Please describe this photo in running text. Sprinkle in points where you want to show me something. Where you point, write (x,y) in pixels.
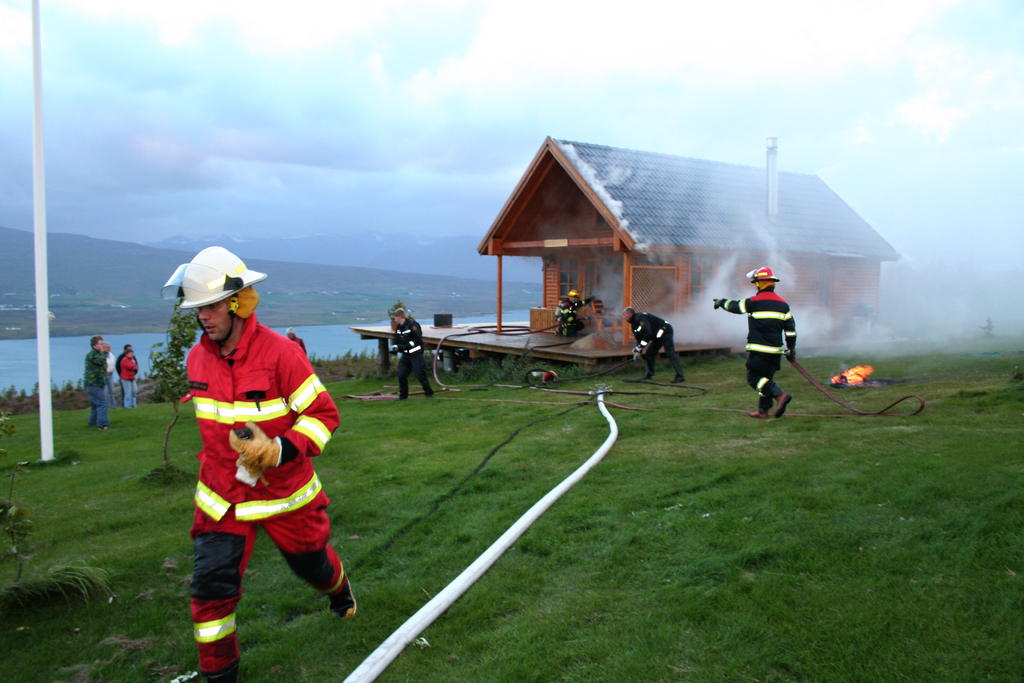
In the center of the image (656,282) we can see house (668,249), smoke (740,348), fire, pipes (603,405), some persons (316,388), plants (171,365), pole (46,216) are there. In the background of the image (330,253) hills (359,256) are there. At the top of the image (395,48) clouds (422,46) are present in the sky (800,38). At the bottom of the image (816,624) ground (736,526) is there. In the middle of the image (352,342) water (62,362) is there.
